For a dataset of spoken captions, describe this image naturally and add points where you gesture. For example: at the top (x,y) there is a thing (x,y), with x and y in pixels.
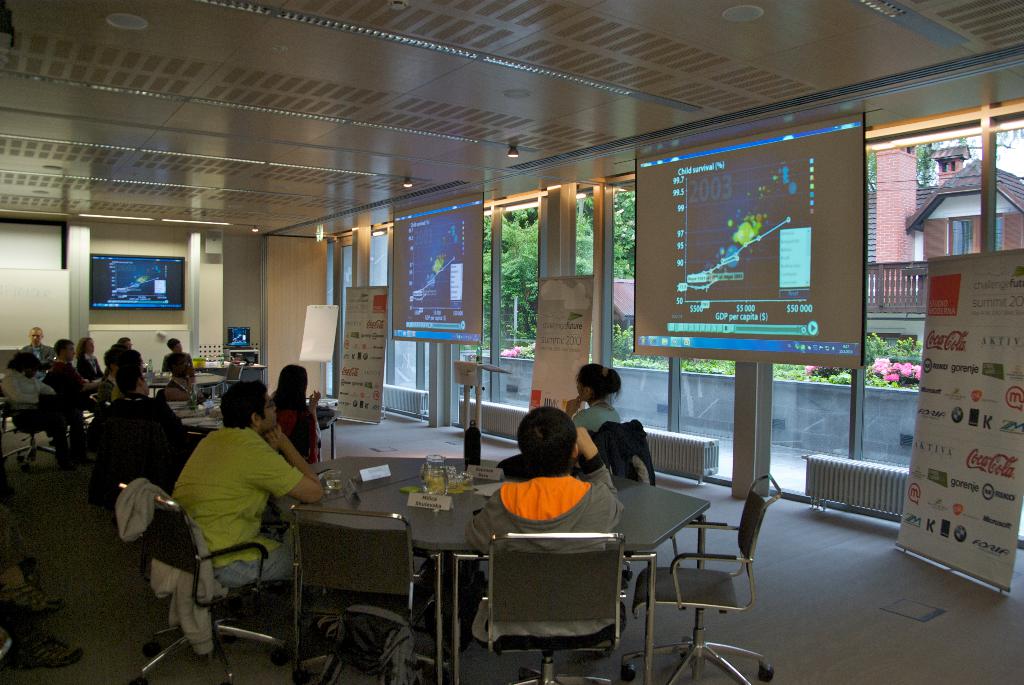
In this picture of group of people (594,461) sitting they have some tables (444,531) in front of them with some name boards (440,502), glasses (450,489) kept on it and they have some projector screens (720,319) on to the right (686,223) and left and there is a banner (950,375) there also some empty chairs (750,550) and ceiling (446,154) with some lights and in the backdrop (533,239) there are some trees (520,293).
